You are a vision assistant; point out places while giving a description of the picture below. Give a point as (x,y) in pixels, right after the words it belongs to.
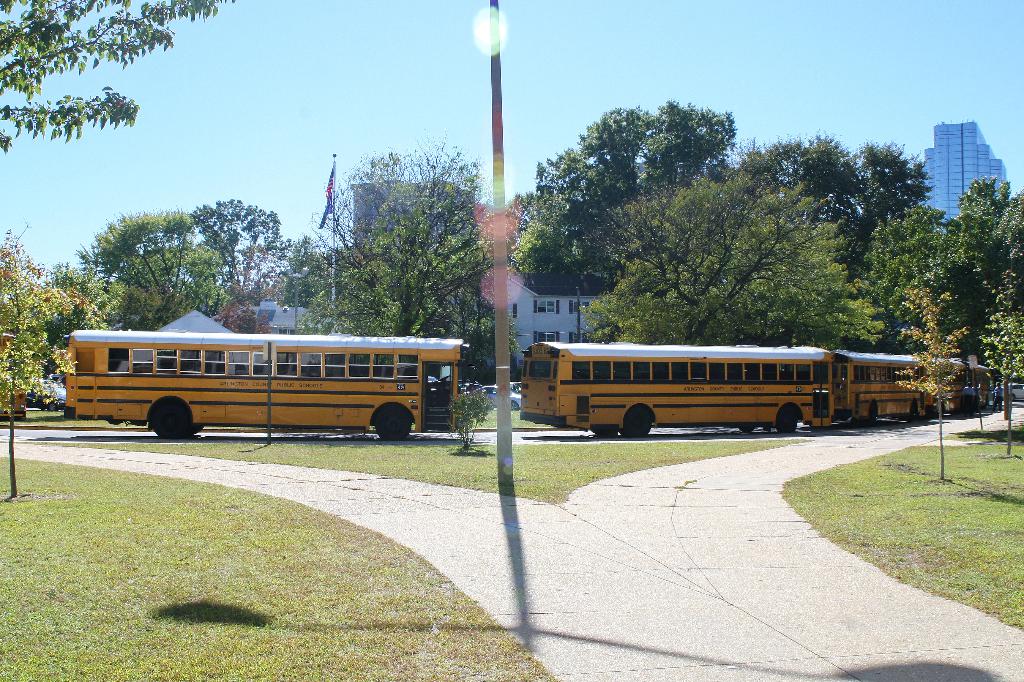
There is a road (604,586). Near to that there are grass lawns (1014,551). There are trees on the grass lawns (954,552). There are buses (671,375) and pole (496,296). In the back (300,247) there are trees (761,271), flag (324,221) with a pole (331,254) and buildings (521,301). In the background (289,91) there is sky (271,91).
